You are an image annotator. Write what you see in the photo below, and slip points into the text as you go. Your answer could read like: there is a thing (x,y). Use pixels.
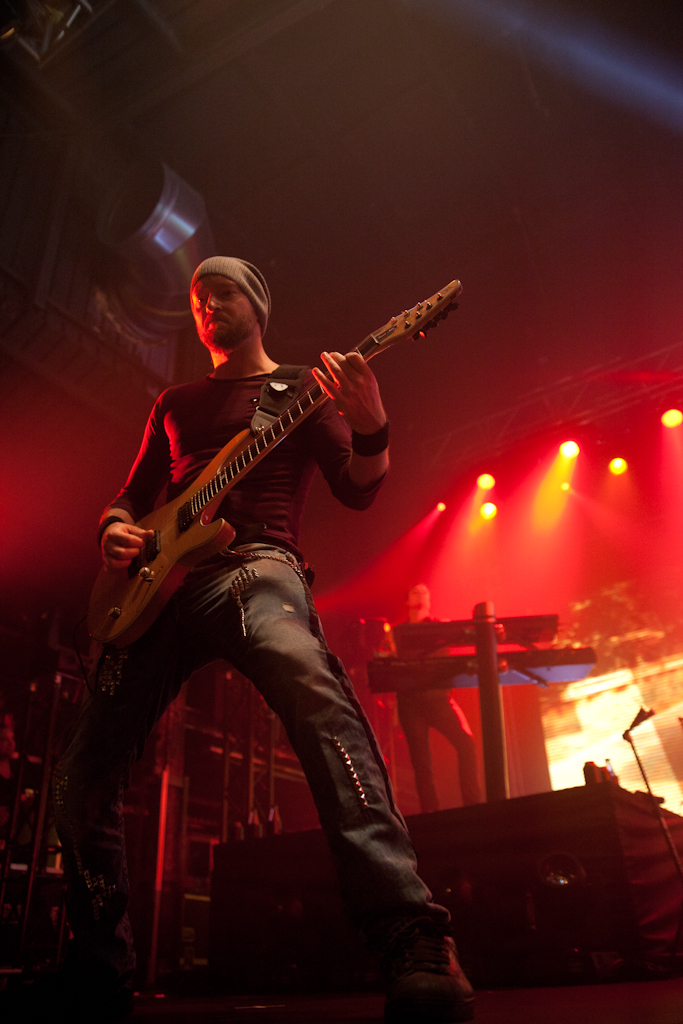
In this image I can see two people (287,513) where one is holding a guitar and wearing a cap (246,261). In the background (609,464) I can see few lights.
